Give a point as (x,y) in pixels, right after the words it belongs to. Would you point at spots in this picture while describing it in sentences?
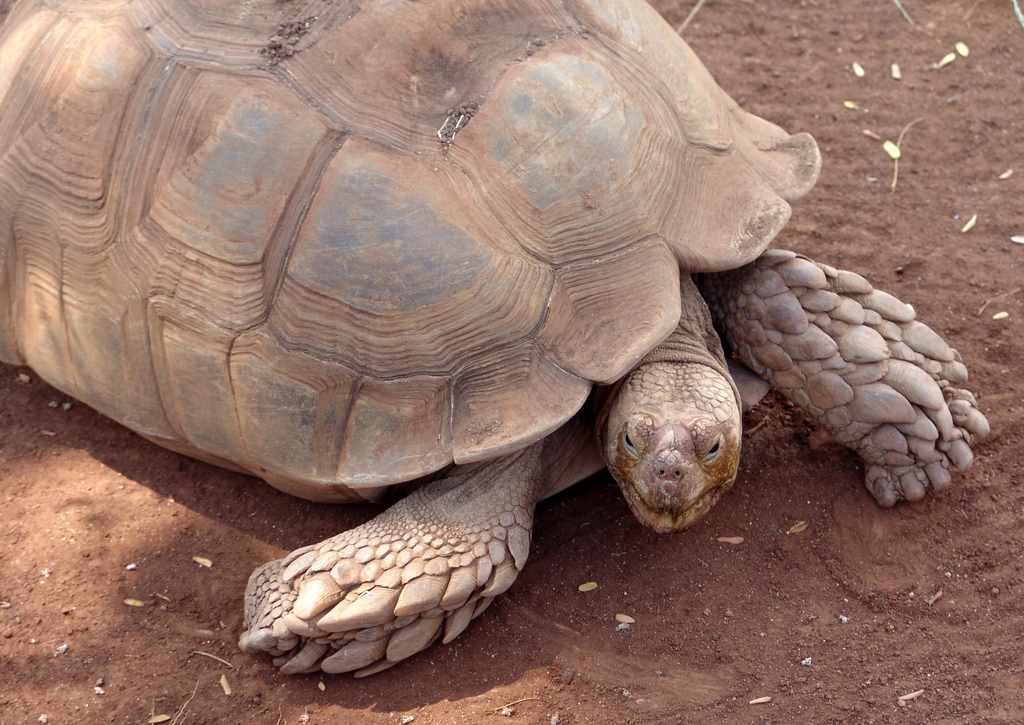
This image is taken outdoors. At the bottom of the image (75,556) there is a ground (945,332). In the middle of the image (477,305) there is a tortoise (386,536) on the ground (573,555).
